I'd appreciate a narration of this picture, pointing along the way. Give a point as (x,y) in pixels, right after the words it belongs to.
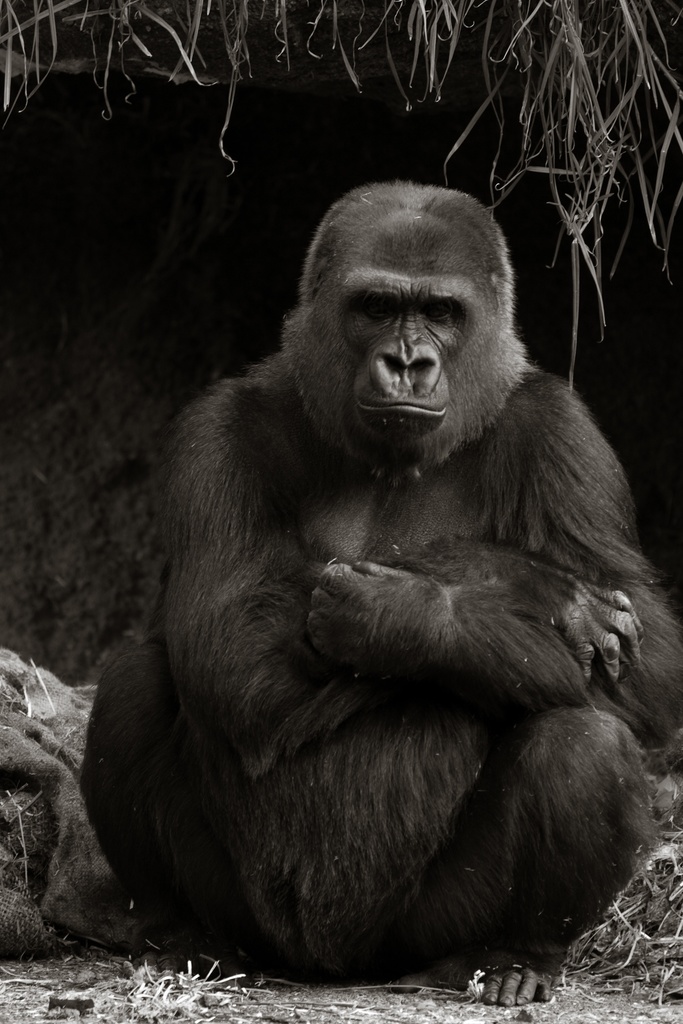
In this image, we can see a gorilla (427,789) is sitting on the ground (327,1007).
